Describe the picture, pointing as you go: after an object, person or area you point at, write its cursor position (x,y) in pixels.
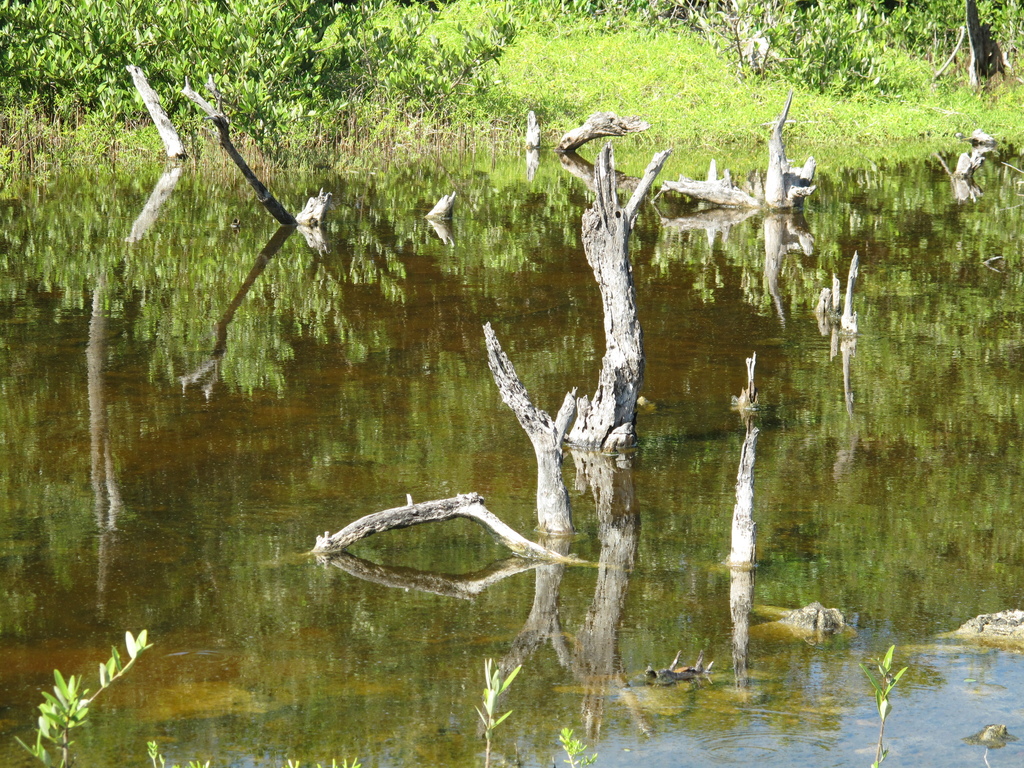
This is the still water (252,596). I can see the tree trunks (615,235) in the water (701,470). These are the trees (193,49) and plants (712,51) with branches (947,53) and leaves (506,39).
